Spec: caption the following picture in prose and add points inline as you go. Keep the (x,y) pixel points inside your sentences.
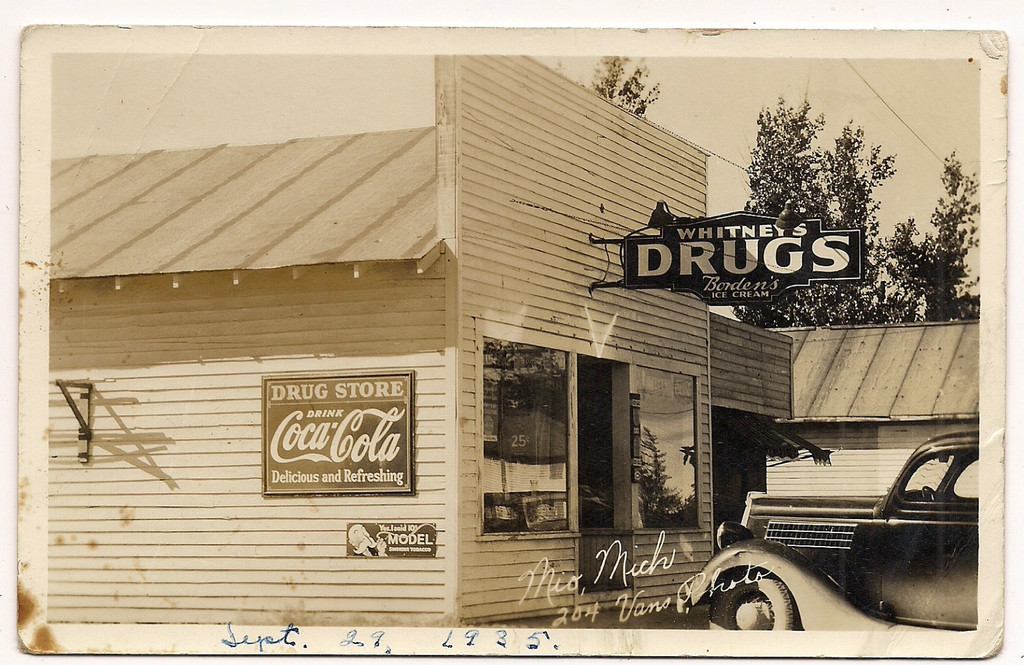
In this image I see a photo (652,117) and on the photo (902,429) I see 2 buildings (785,365) and I see boards (397,410) on which there is something is written and I see a car (969,483) over here. In the background (854,223) I see the trees (809,164) and I see something is written on the photo (497,628).
